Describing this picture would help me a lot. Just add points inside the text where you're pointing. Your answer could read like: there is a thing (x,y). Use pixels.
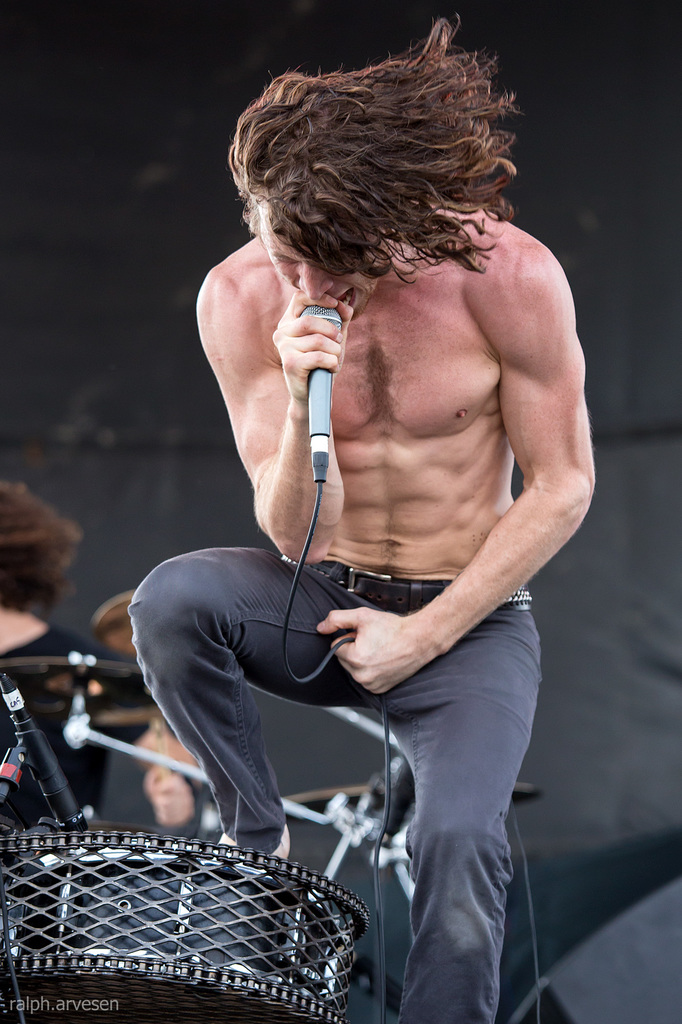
In this picture there is a man (469,666) standing in a center and holding a microphone (321,376), the man (316,344) is singing. On the left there is a microphone (22,725). In the background (73,754) there is a person (71,757) playing drums (364,796). In the background (130,202) there is a black colored curtain (601,424).
